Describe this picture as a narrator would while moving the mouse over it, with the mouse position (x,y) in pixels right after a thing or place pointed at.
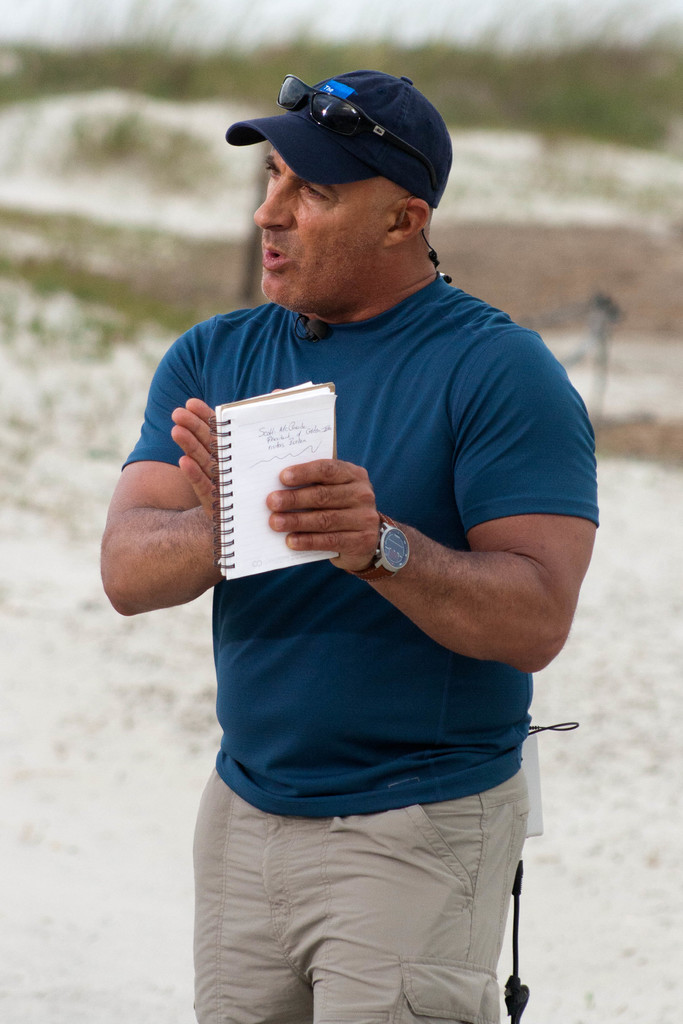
In this image, we can see a person (340,515) is holding a book (261,441) and talking. He wore a cap (337,167). Here we can see goggles (340,107). Background (79,836) there is a blur view. We can see few plants (60,271) here.
